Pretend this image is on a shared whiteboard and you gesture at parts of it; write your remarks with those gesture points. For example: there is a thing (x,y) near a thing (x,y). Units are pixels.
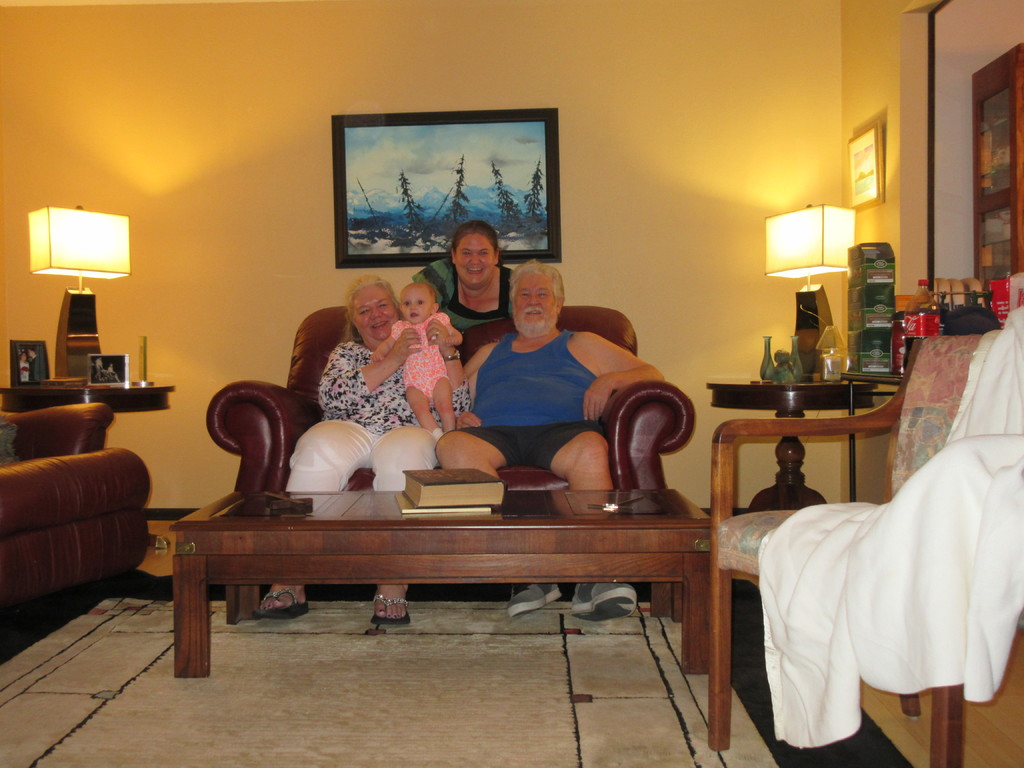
A couple (325,396) are posing to camera with a baby (427,319) sitting in a sofa (279,387). There is a woman (466,286) standing behind them.
